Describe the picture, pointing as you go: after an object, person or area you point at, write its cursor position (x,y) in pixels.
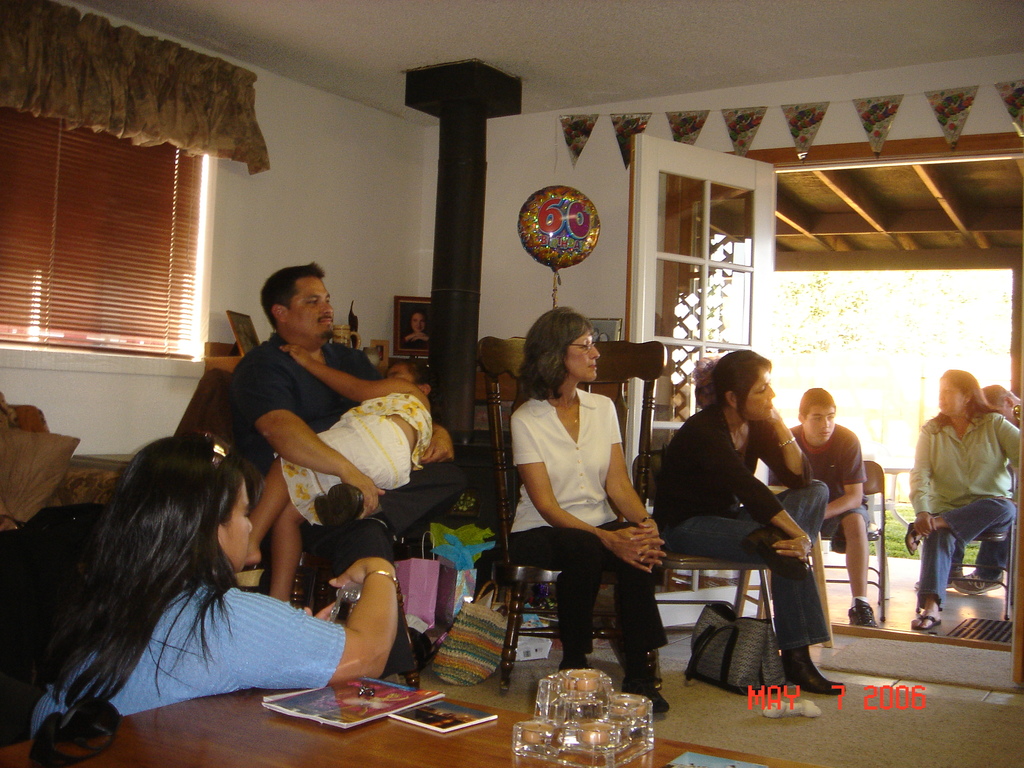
In this image we can see people (135,648) are sitting on chairs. In the background (91,330) we can see window blinds (108,218), photo frames (407,333) on table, balloon (537,222) and doors (653,272).
